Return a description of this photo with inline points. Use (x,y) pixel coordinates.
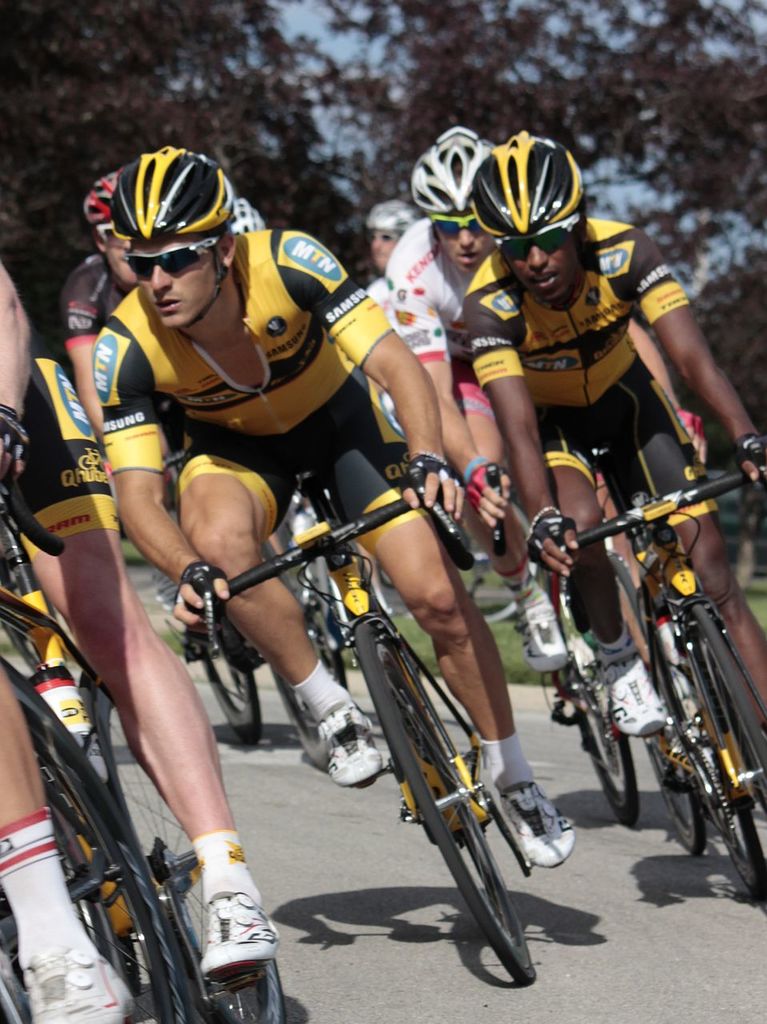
In this image we can see many persons (261,610) cycling on the floor (386,806). In the background (78,129) we can see trees (162,90) and sky (301,33).
